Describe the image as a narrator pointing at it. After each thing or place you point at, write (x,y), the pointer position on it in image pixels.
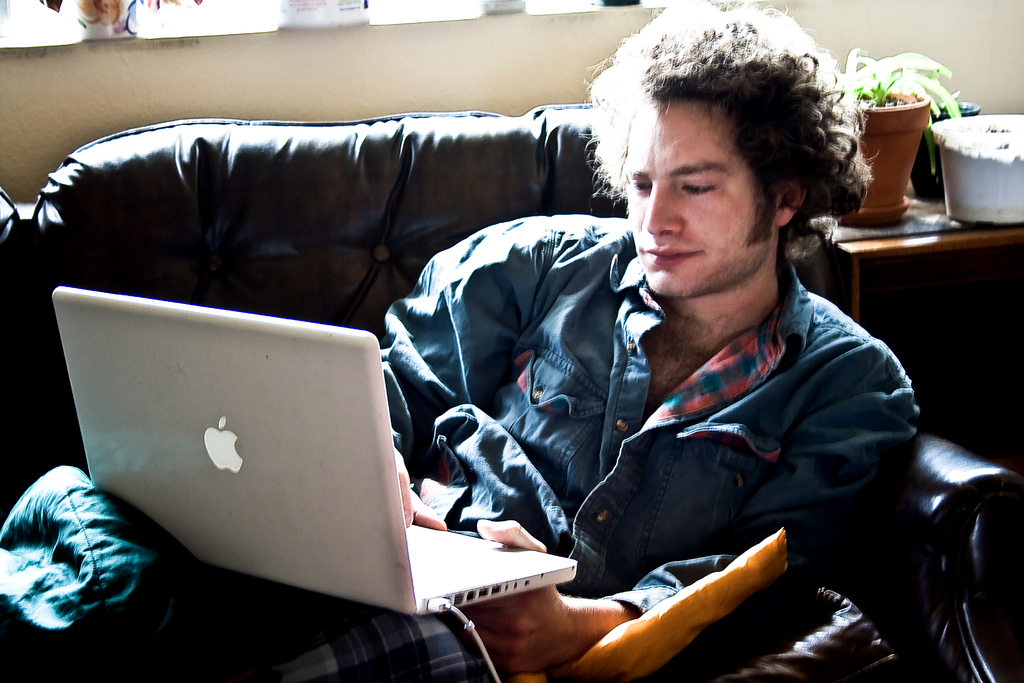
There is a person (810,211) working with the laptop (254,335) on a sofa (901,660). In the background (899,187), there is a pot plant (894,96) and a white color bowl (959,220) on a table (942,246). In the background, there are some objects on the wall (601,11).
